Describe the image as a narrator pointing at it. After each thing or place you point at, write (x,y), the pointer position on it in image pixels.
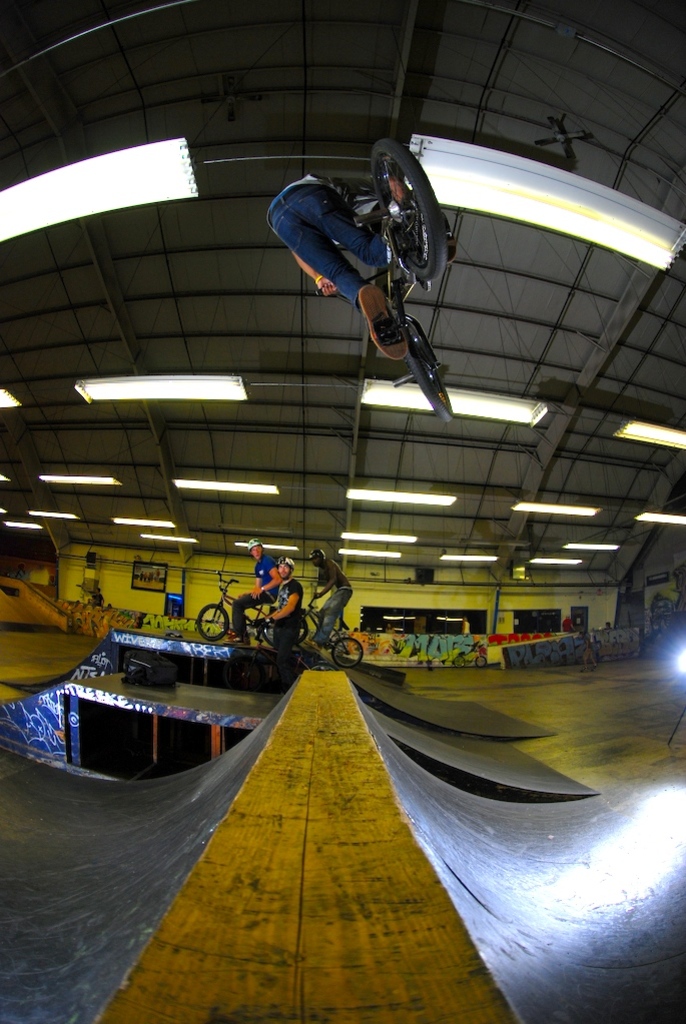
In the background of the image (325,625) there are people (319,583) riding bicycle (309,612). In the background of the image (423,593) there is wall (294,573). At the top of the image (237,306) there is a ceiling (426,534). At the bottom of the image (464,695) there is floor (540,693).
